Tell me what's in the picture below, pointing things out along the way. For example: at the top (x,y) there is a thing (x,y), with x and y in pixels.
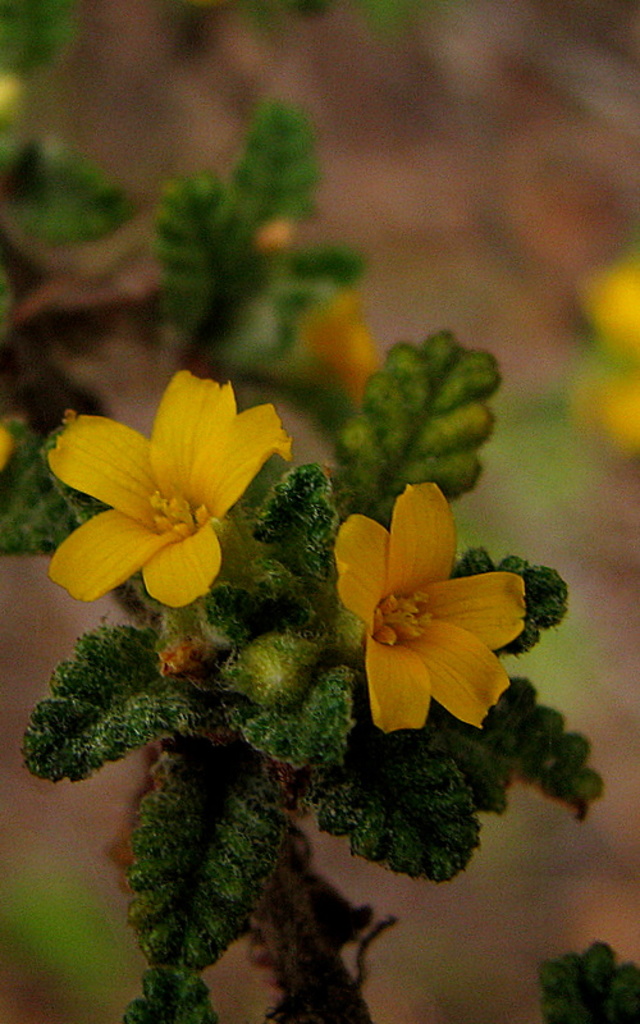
There is a plant (299,899). Which is having yellow color flowers (462,651). And the background (452,232) is blurred.
